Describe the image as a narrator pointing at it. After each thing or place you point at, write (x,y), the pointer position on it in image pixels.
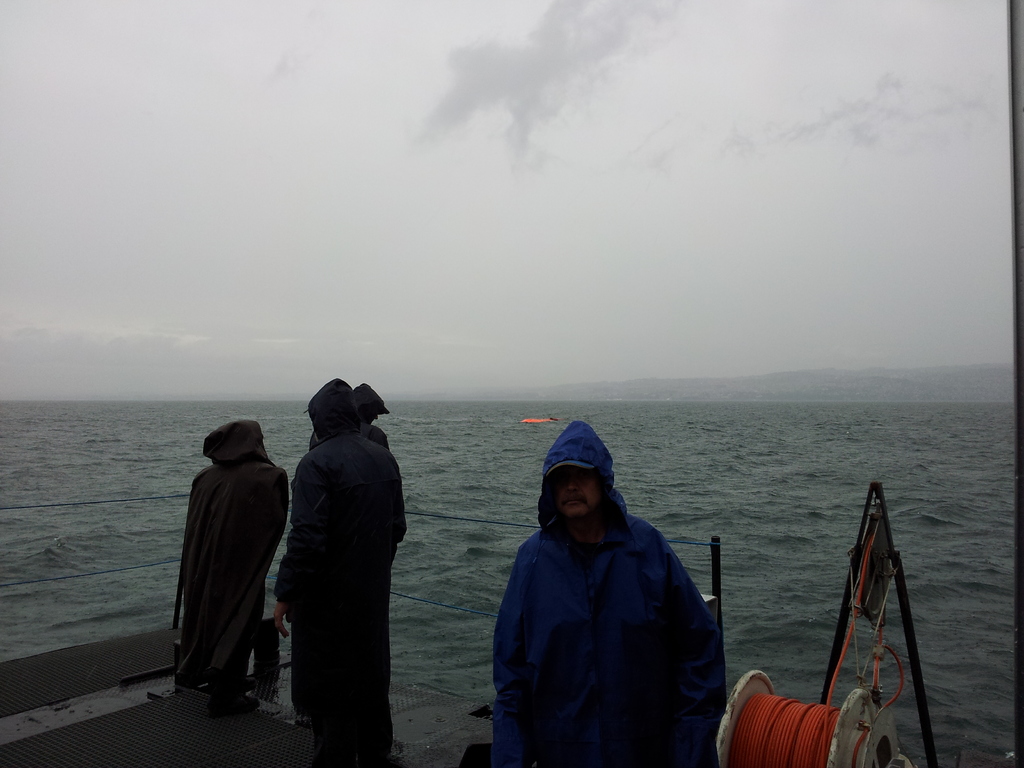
In this image we can see sky (451,135) with clouds (563,113), sea (756,426), persons (328,682) standing on the surface (422,711), ropes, poles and a spinning wheel (866,726) winded with a rope (797,711).
